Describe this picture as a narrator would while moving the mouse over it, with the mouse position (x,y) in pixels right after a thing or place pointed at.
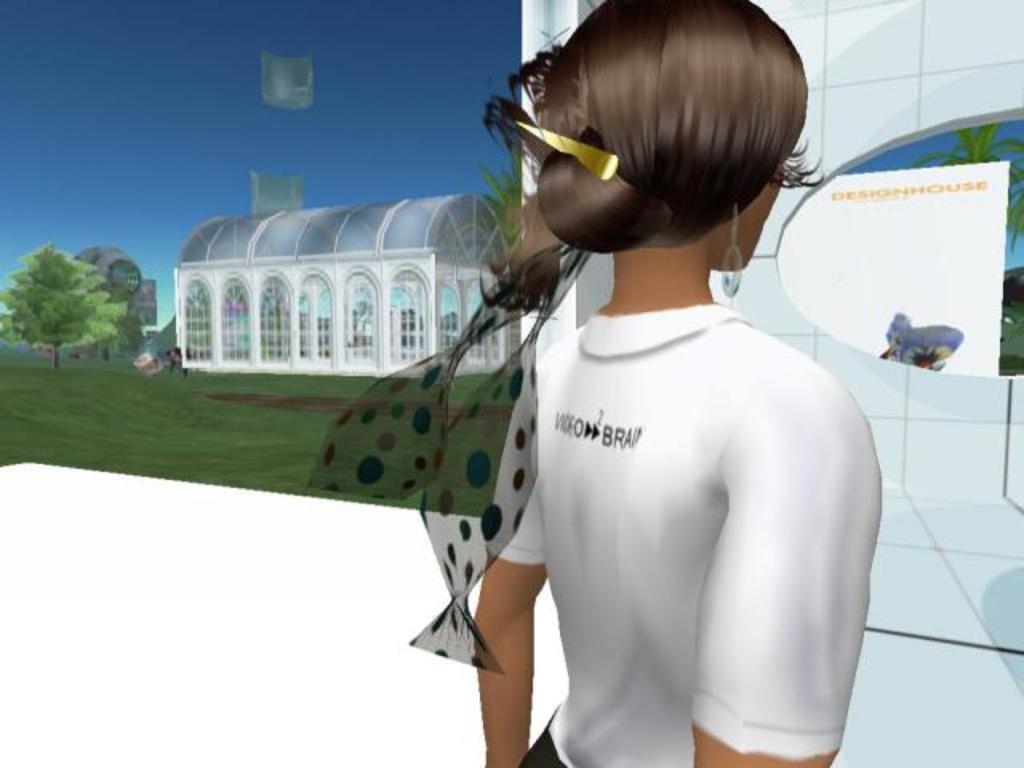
This is a graphical picture and in this picture we can see a person (609,311), house (291,350), trees (122,321), grass (96,388), some objects (439,392) and the sky (447,149).
